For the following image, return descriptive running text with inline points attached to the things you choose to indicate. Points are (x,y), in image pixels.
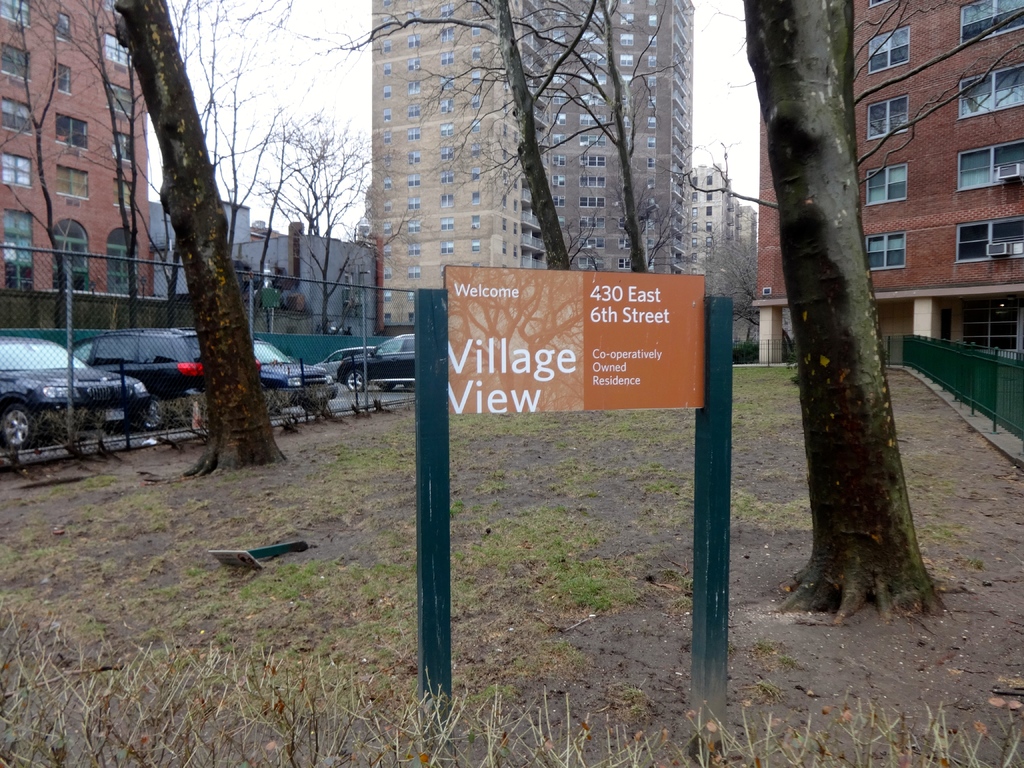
In this image, there are cars (279,354), which are parked behind the fence (70,391) and I can see a board (490,394) to the poles (710,343). At the bottom of the image (110,715), I can see the plants (2,702). In the background (27,183), there are trees (214,403), buildings (499,252) and the sky (360,116). On the right side of the image (939,367), there are iron grilles (1004,390).
